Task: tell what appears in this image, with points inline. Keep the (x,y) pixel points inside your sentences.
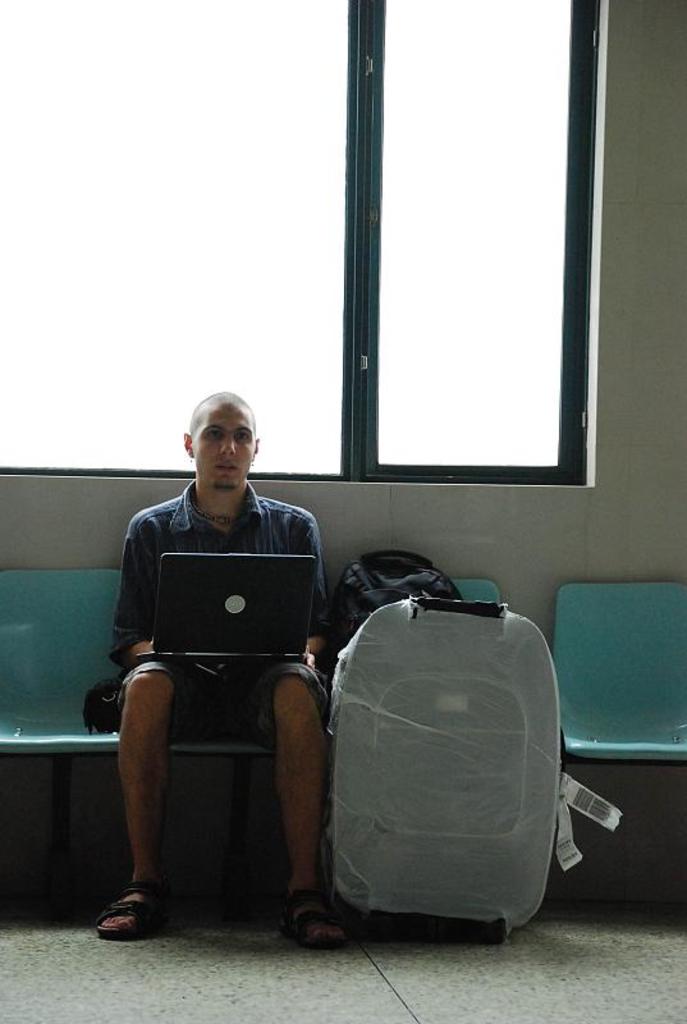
This person (166,519) sitting on a chair (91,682). This person (207,480) carries a laptop (247,602). Beside this person (217,473) there is a bag (97,712) and luggage (433,762). This is window (437,313) with door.
